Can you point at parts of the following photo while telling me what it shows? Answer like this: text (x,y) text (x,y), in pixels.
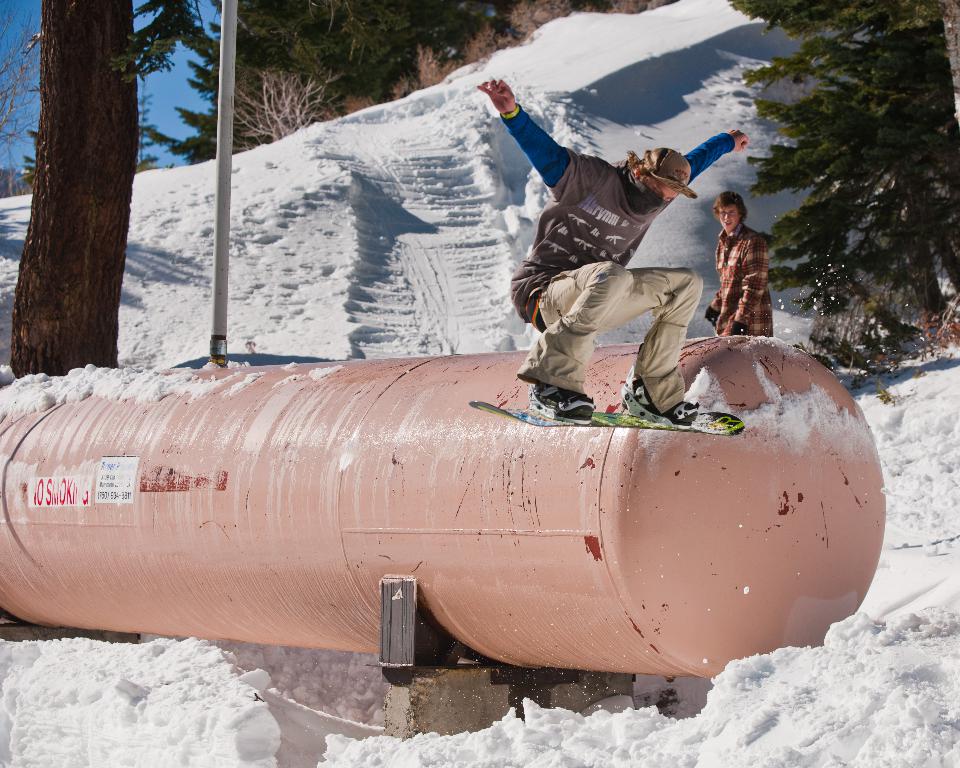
In this image there is a man (665,392) sliding on the snowboard (601,425). In the middle (426,446) there is a big tank (314,467) on which there is a pole (229,187). On the left side (69,189) there is a tree (51,167). In the background (375,175) there is snow (390,207). On the right side (761,252) there is another person (730,277) standing beside the tree (891,152). At the bottom (372,712) there is snow (320,730).
